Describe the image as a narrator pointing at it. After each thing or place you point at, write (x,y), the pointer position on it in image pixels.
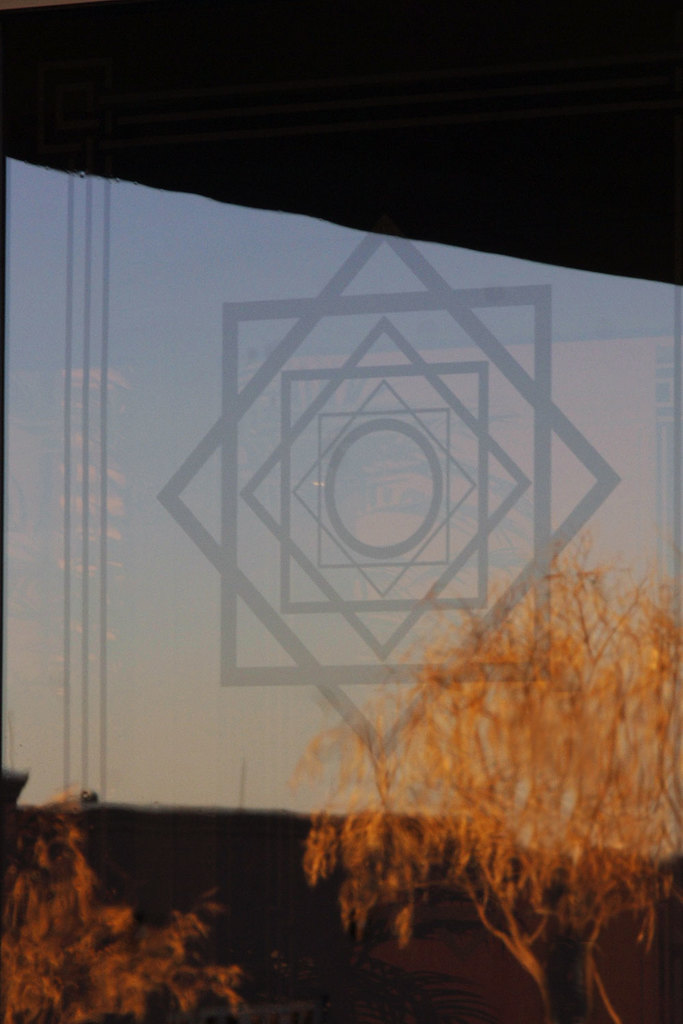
At the bottom of the picture (357,962), we see the plants (365,912) and the trees (365,912). Behind that, we see a window (215,503) with a geometric pattern (236,476). In the background (295,624), it is blue in color.
